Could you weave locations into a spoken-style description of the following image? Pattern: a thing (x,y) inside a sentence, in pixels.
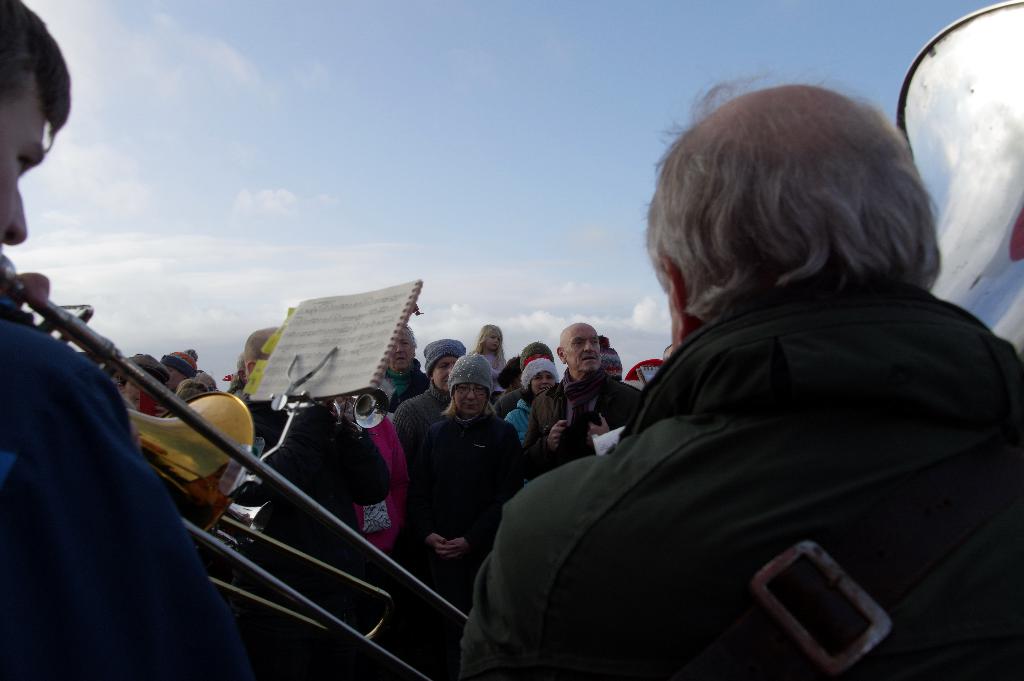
in this picture people (436,441) standing I can see few people (528,436) standing and looks like a man (327,439) playing trumpet (215,538) and I can see a book (346,380) to the stand (293,409) and I can see blue cloudy sky (413,145).
